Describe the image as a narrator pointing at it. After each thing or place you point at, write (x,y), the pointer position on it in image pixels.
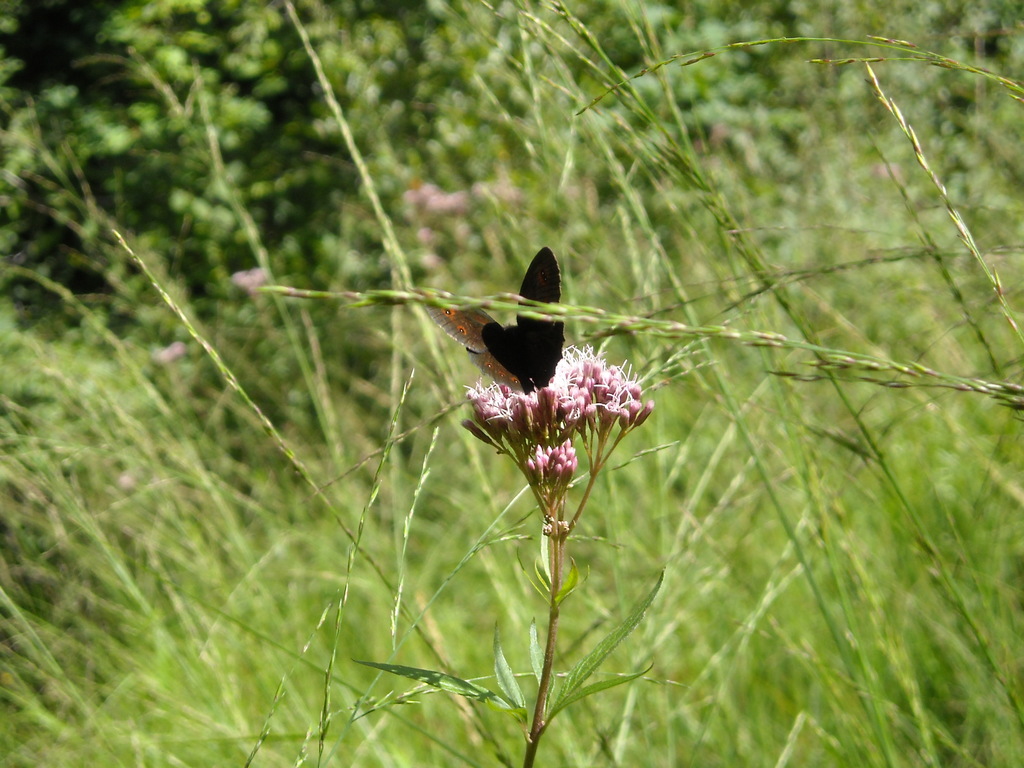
In this image we can see a plant (572,423) with buds (604,413) and a butterfly (530,355) on it and grass (633,336) and plants (202,325) in the background (470,472).
